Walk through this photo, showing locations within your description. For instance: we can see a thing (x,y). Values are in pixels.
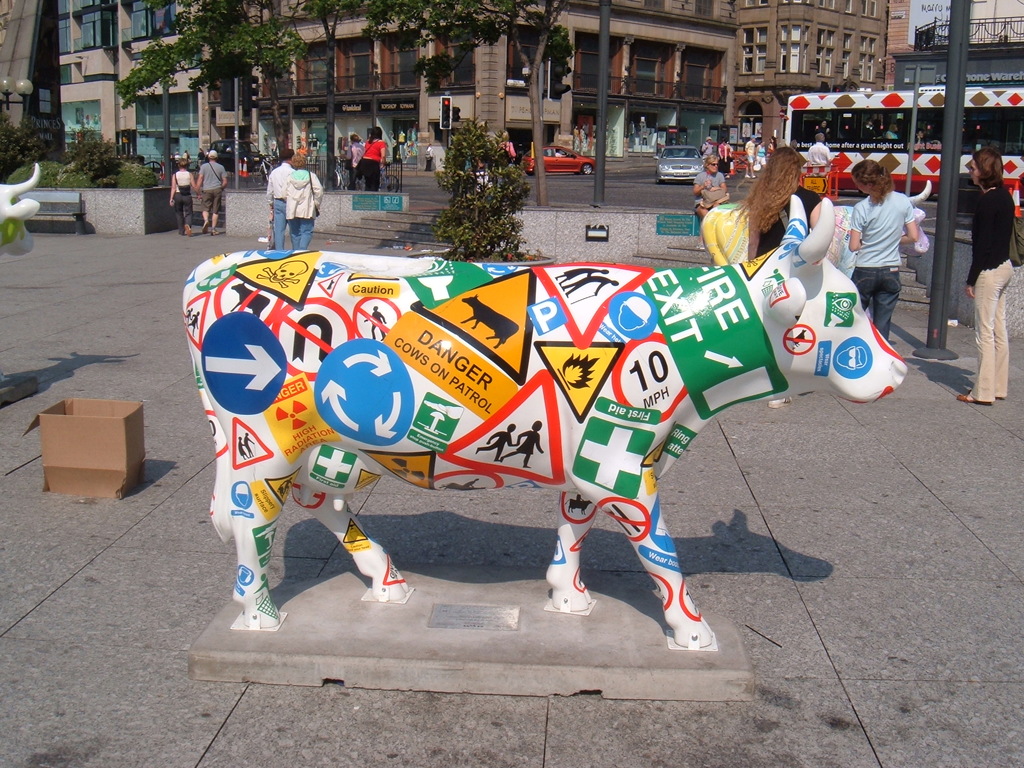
This is an outside view. Here I can see a statue (612,385) of an animal (603,369). At the back (187,214) there are few people (879,242) on the ground (125,302). In the background (838,150), I can see a bus (839,126) and few cars (563,157) on the road (566,187) and also there are some buildings (695,57). On the left side (77,167) there are some plants (113,170). on the left side of this animal (565,421) there is a box (66,444) placed on the ground (72,531).
